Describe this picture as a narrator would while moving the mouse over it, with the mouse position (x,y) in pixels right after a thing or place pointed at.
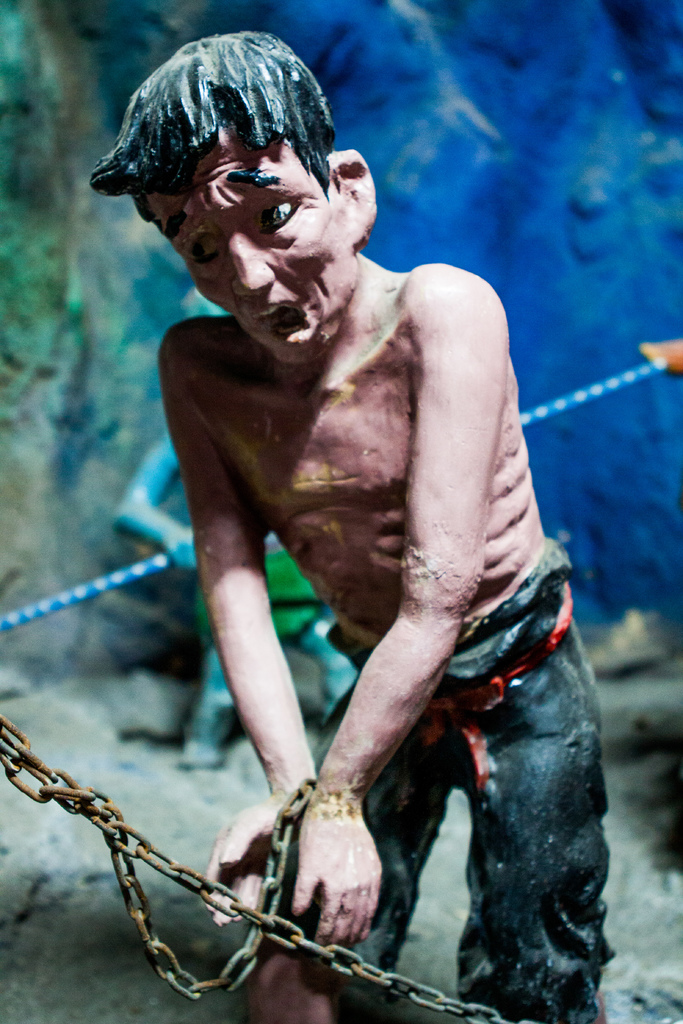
At the bottom of the image (298,796) there is a chain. Behind the chain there is a sculpture (448,320). Behind the sculpture (493,907) there is a stone (505,24).
